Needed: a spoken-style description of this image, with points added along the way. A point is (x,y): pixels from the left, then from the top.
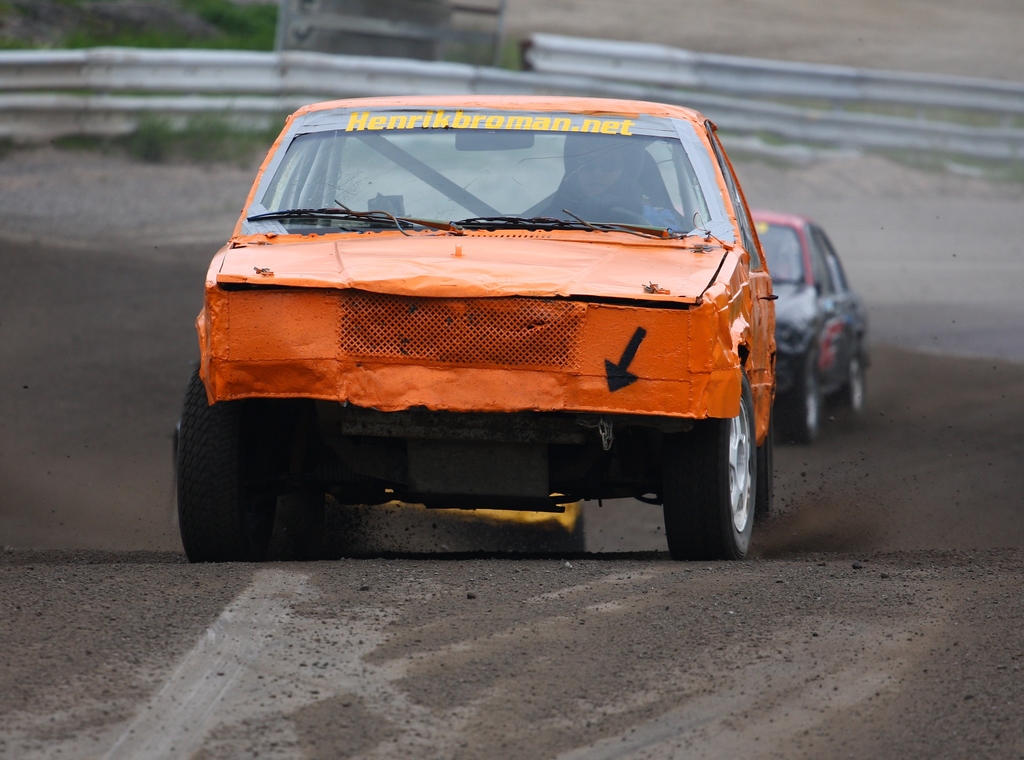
In this image in front (332,478) there are two cars (630,463) on the road (525,557). Behind them there is a metal fence (821,94).
